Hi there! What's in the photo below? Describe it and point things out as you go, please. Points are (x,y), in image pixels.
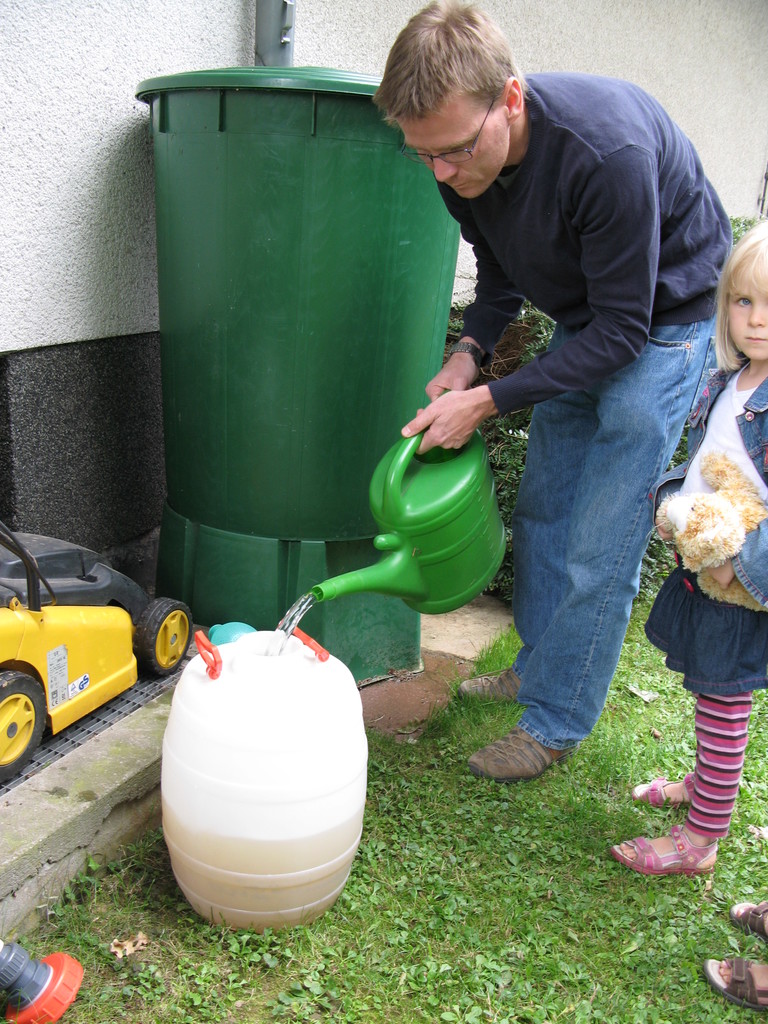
In this image we can see a man (589,475) standing and holding a water can (436,507) in his hand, next to him there is a girl (760,625) holding a soft toy (751,507). There are containers (253,632) and we can see a lawn mower (75,669). In the background (40,246) there is a wall (72,214).
